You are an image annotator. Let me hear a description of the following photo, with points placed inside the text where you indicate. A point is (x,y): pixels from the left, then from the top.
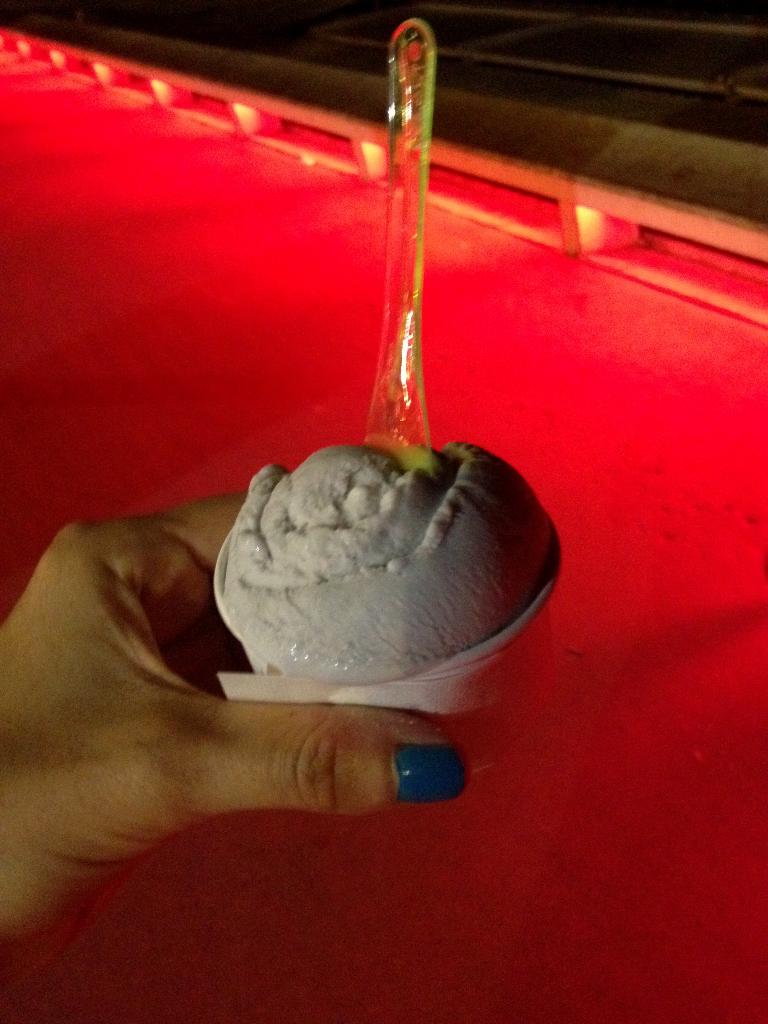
In the picture we can see a person hand (390,719) holding a cup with ice cream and a spoon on it and under it we can see a red color carpet (173,337) and railing (263,80) beside it.
